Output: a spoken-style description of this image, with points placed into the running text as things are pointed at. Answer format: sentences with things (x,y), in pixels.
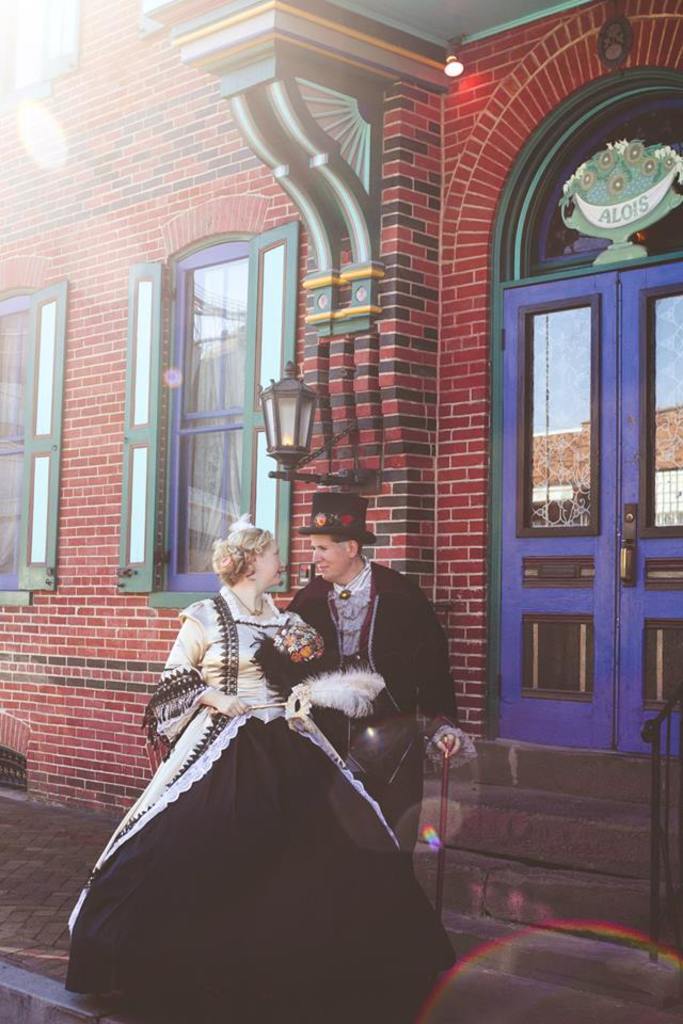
The picture is taken on the street (33,827). In the foreground of the picture (304,708) there are couple (382,631) standing on the pavement (53,849). On the right (507,859) there is a door (608,591) and staircase (544,819). In the center (251,470) there is a lamp (280,429) and window (207,373). On the left (50,353) there are windows (25,390). In the background (91,192) there is brick wall (61,707). It is a sunny day.
